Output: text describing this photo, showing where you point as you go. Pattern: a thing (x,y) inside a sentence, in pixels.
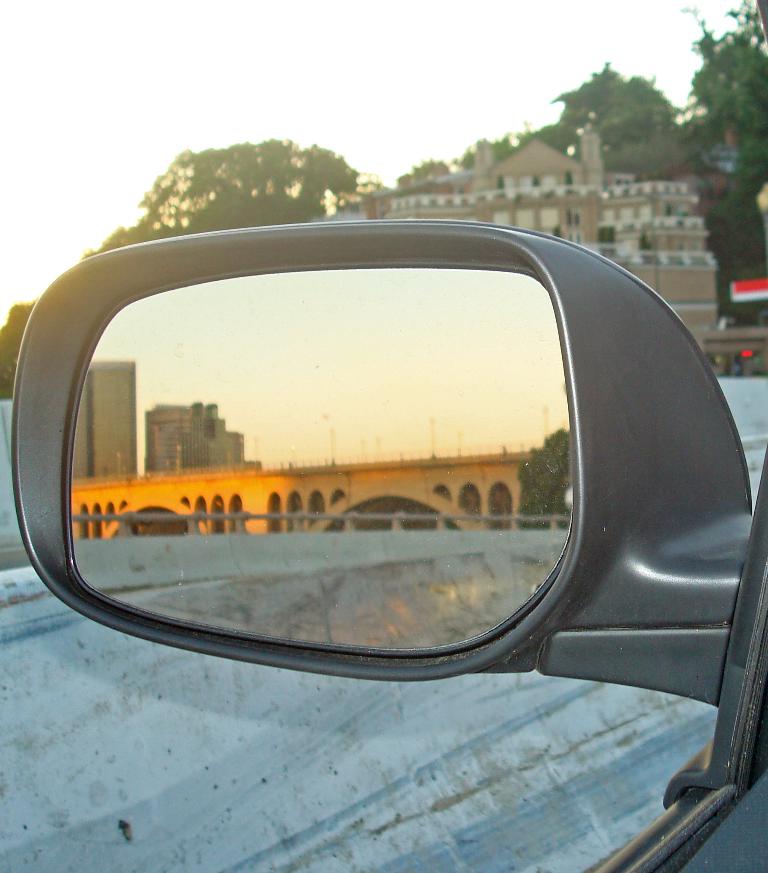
In the foreground of the image (694,349) we can see a car side mirror (485,621). In the mirror (275,575) we can see a bridge (168,497), couple of buildings (110,434), tree (555,490). In the background (573,217) we can see a building (687,269) group of buildings (609,221) and sky (449,134).
